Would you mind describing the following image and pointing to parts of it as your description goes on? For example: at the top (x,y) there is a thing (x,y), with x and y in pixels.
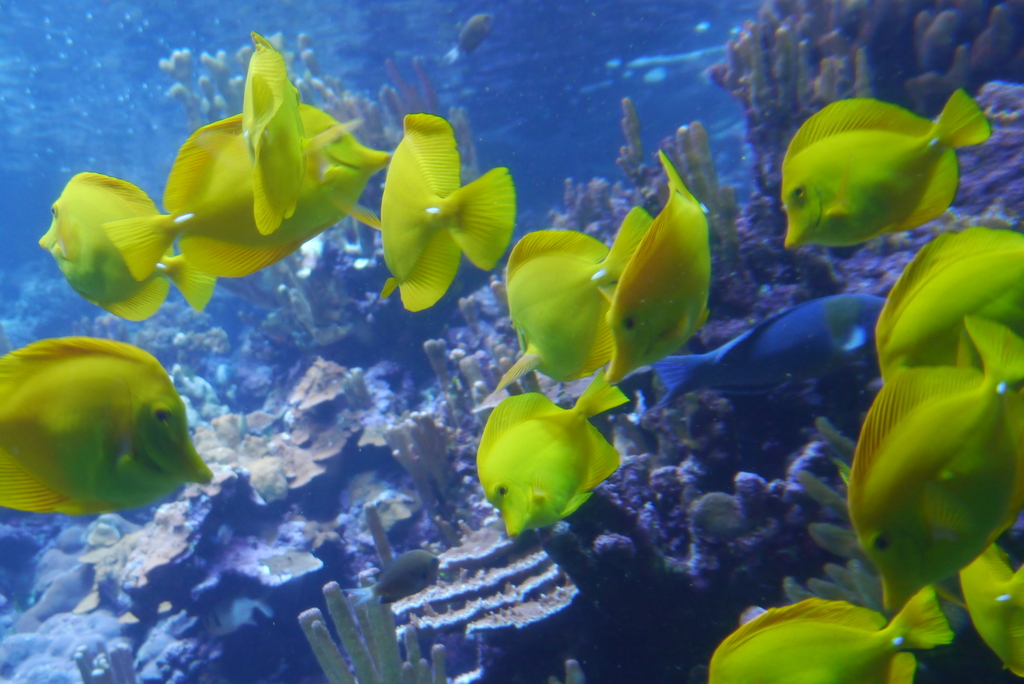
In this picture there are fishes (555,423) and there are marine plants (65,570) in the water (654,90).
